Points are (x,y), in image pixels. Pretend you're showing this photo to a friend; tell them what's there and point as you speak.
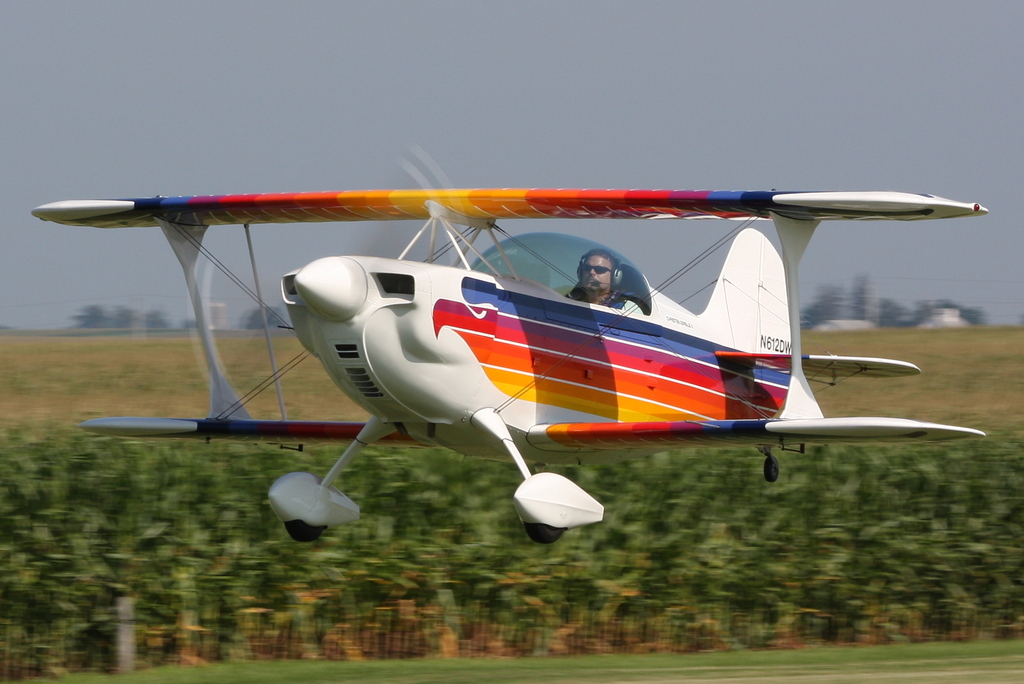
This picture is clicked outside the city. In the center (575,254) there is a person (590,301) flying an airplane (569,294) in the air (566,181). In the foreground (954,663) we can see the green grass (79,678) and the plants (389,588). In the background (206,59) there is a sky (481,104) and the trees (262,319).
